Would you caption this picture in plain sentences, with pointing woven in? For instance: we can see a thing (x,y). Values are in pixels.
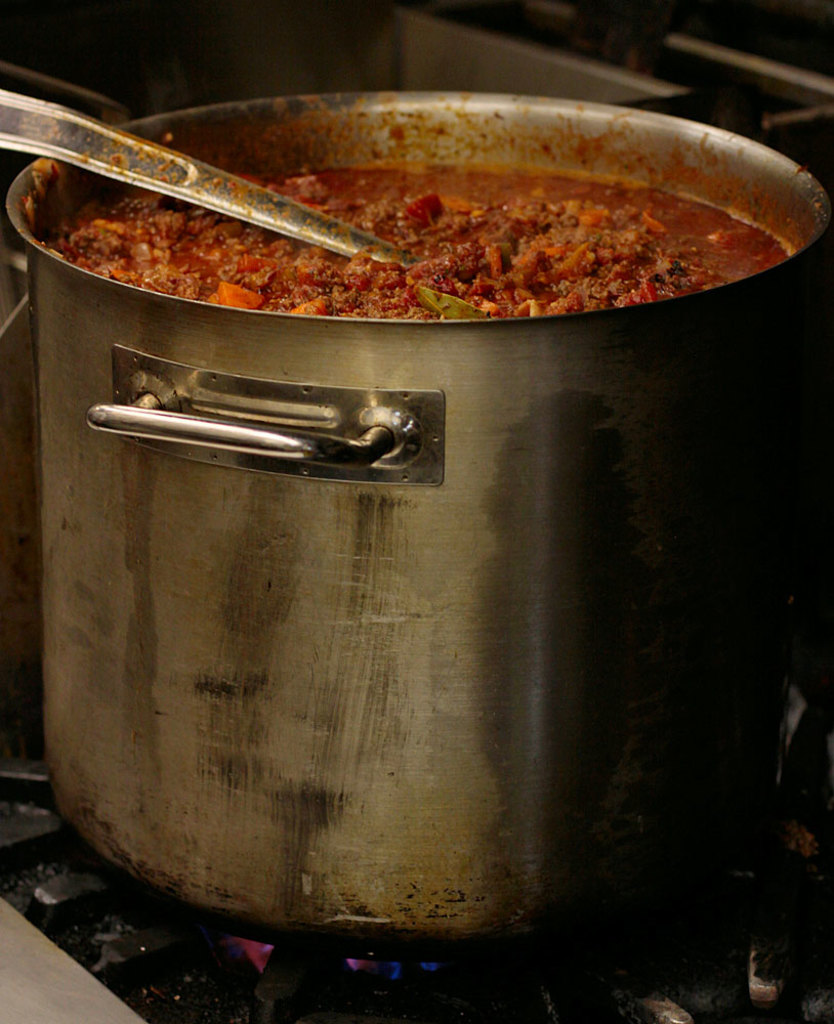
In this picture I can see the utensil (186,604) in front (307,583) which is on the gas stove (612,1000) and I see the food (431,219) in the utensil (231,158) which is of red in color and I see a spoon (224,193) on the food (440,297).
